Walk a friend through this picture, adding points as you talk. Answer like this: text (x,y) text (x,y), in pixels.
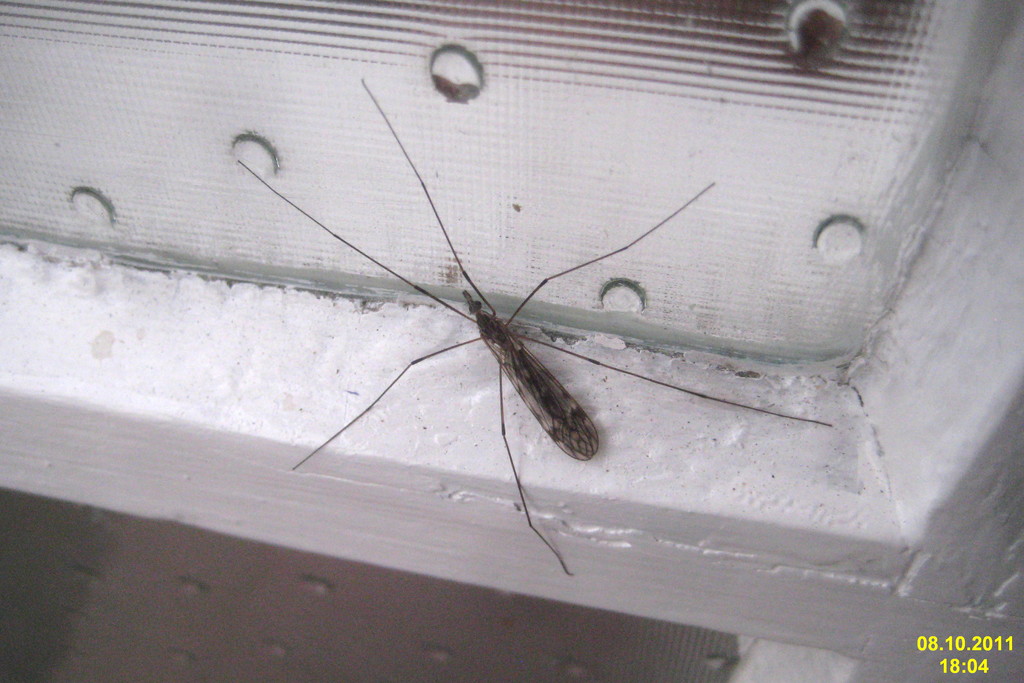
In the foreground of this image (330,242), there is an insect (501,413) on a wooden surface (704,469) and it seems like a window (129,194).
